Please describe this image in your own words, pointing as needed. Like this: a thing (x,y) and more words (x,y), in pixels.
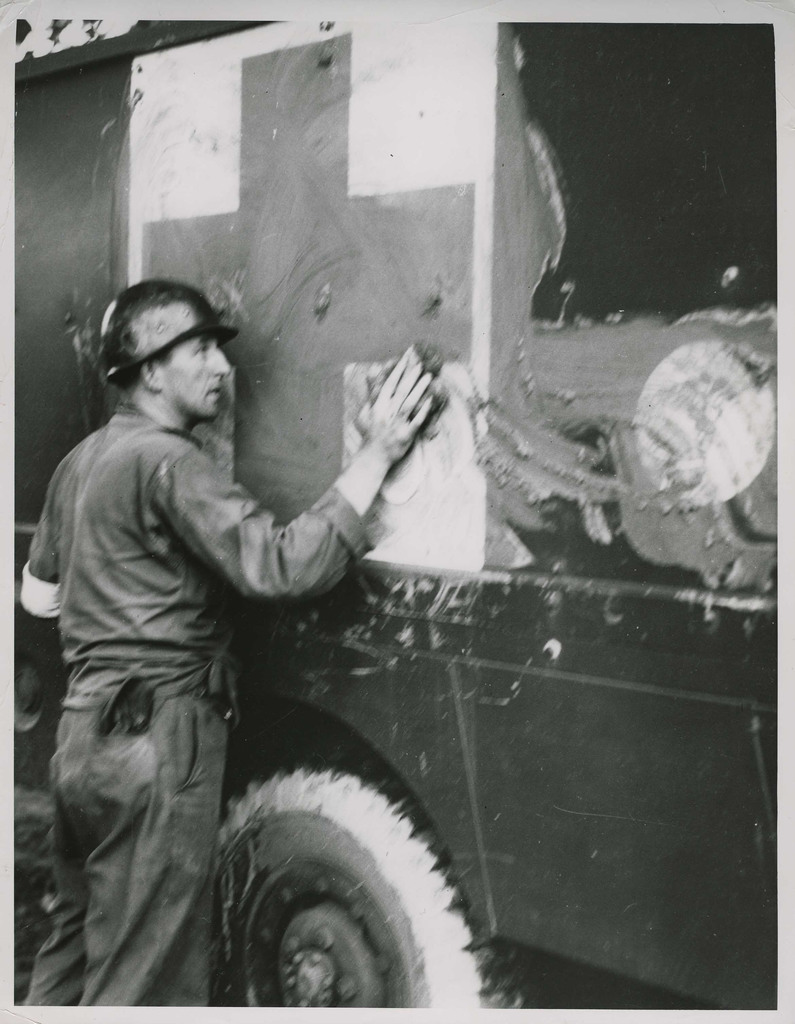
In this image I can see the person (406,419) is cleaning the vehicle (489,353) with the cloth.
